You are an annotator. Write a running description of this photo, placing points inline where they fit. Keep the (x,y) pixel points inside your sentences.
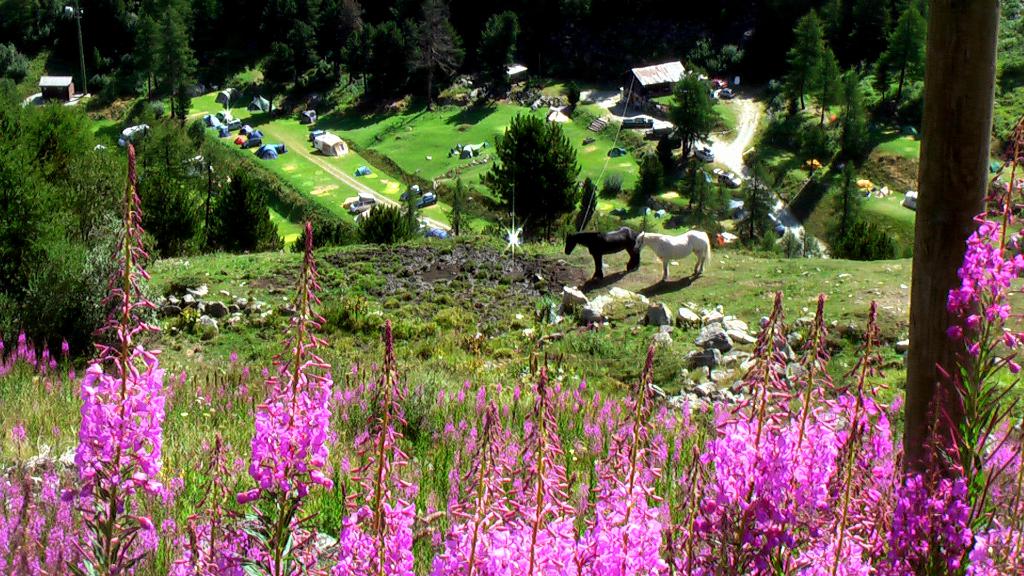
In this picture I can observe two horses (654,243) which are in black and white colors. I can observe some flowers (524,533) which are in pink color on the bottom of the picture (110,430). In the background (157,172) there are some trees (86,174), houses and some grass (470,123) on the ground (419,134).
